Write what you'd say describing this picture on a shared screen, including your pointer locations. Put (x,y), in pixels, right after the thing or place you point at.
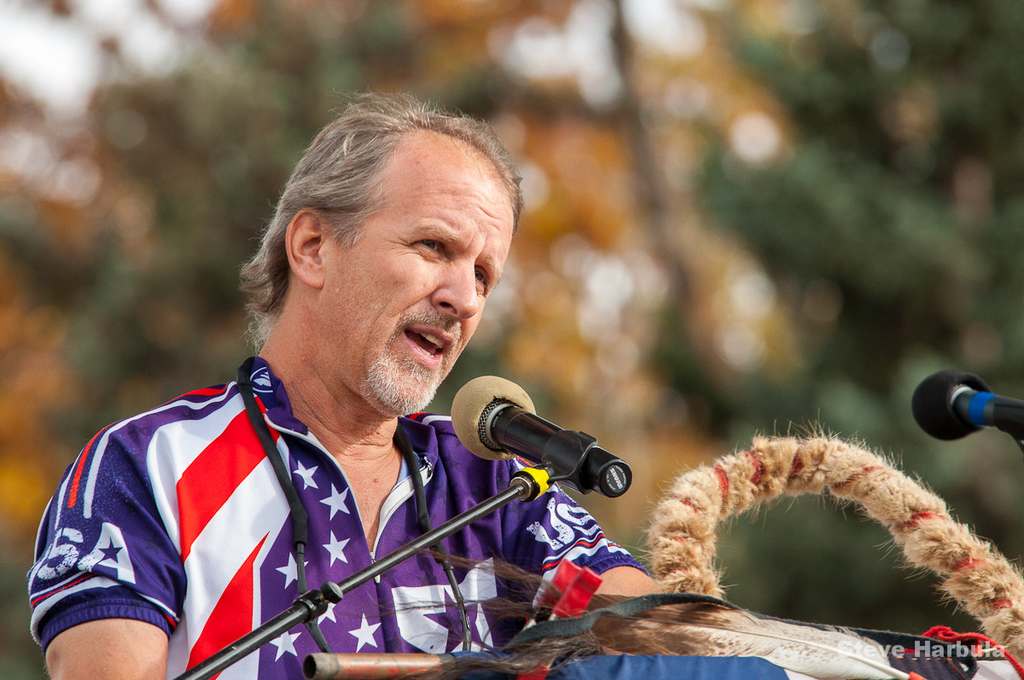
In this image we can see a person (356,522) talking, in front of him there are two mic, and other objects (572,570) on the table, and the background (676,199) is blurred.
